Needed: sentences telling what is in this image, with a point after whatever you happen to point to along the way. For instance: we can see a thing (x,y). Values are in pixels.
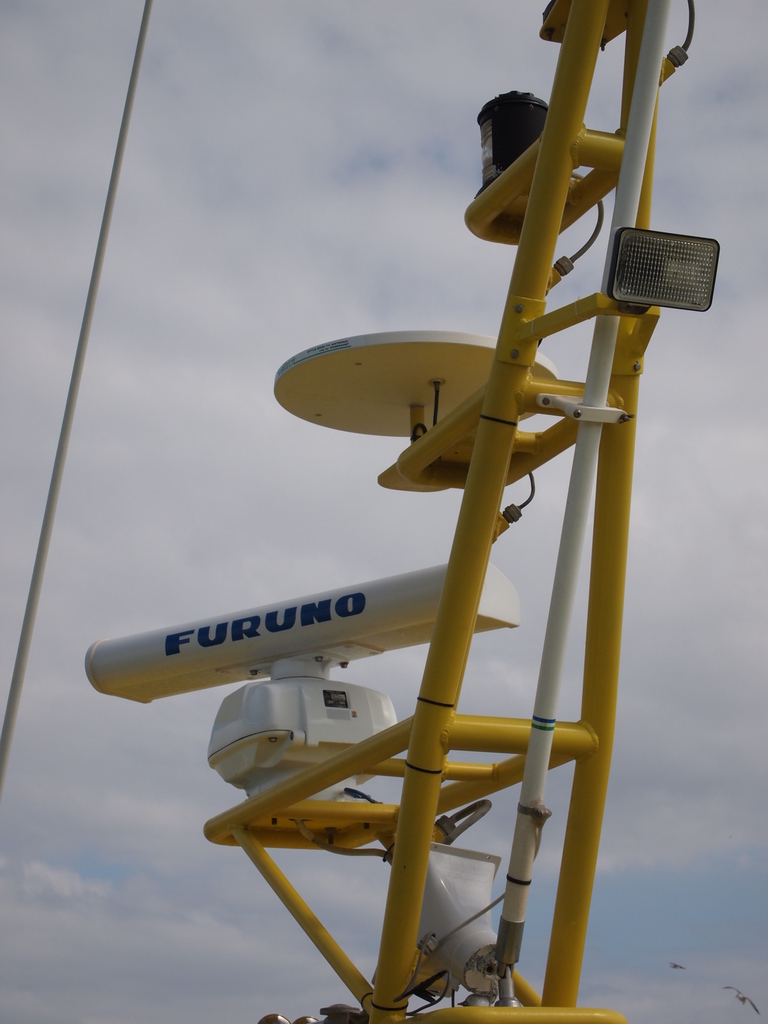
In this image we can see some devices (391,422) on the metal frame (437,713). We can also see the sky (284,456) which looks cloudy. On the bottom of the image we can see some birds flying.
